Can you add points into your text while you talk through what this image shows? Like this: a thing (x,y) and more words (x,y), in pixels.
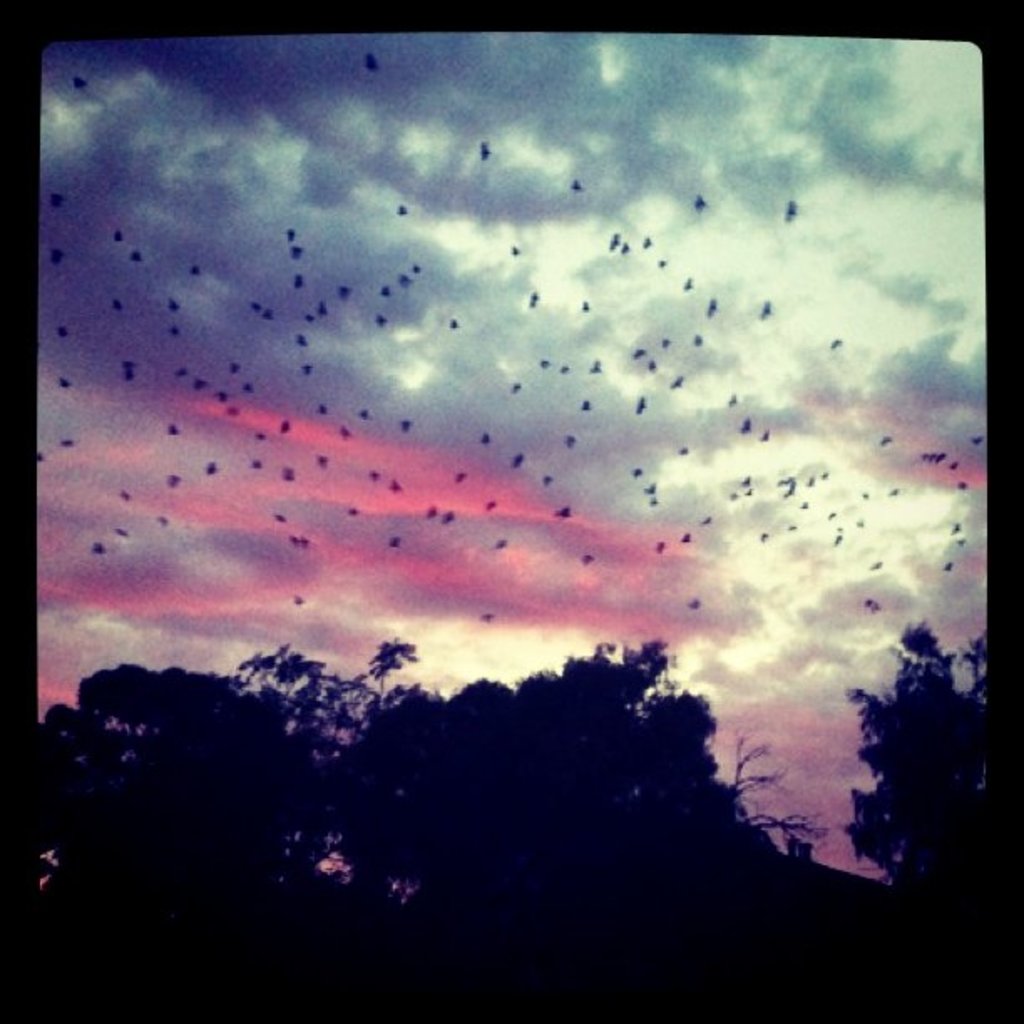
In the image we can see there are trees (681,795) and there are birds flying in the sky (619,347). There is a cloudy sky (619,347) and the image is dark.
